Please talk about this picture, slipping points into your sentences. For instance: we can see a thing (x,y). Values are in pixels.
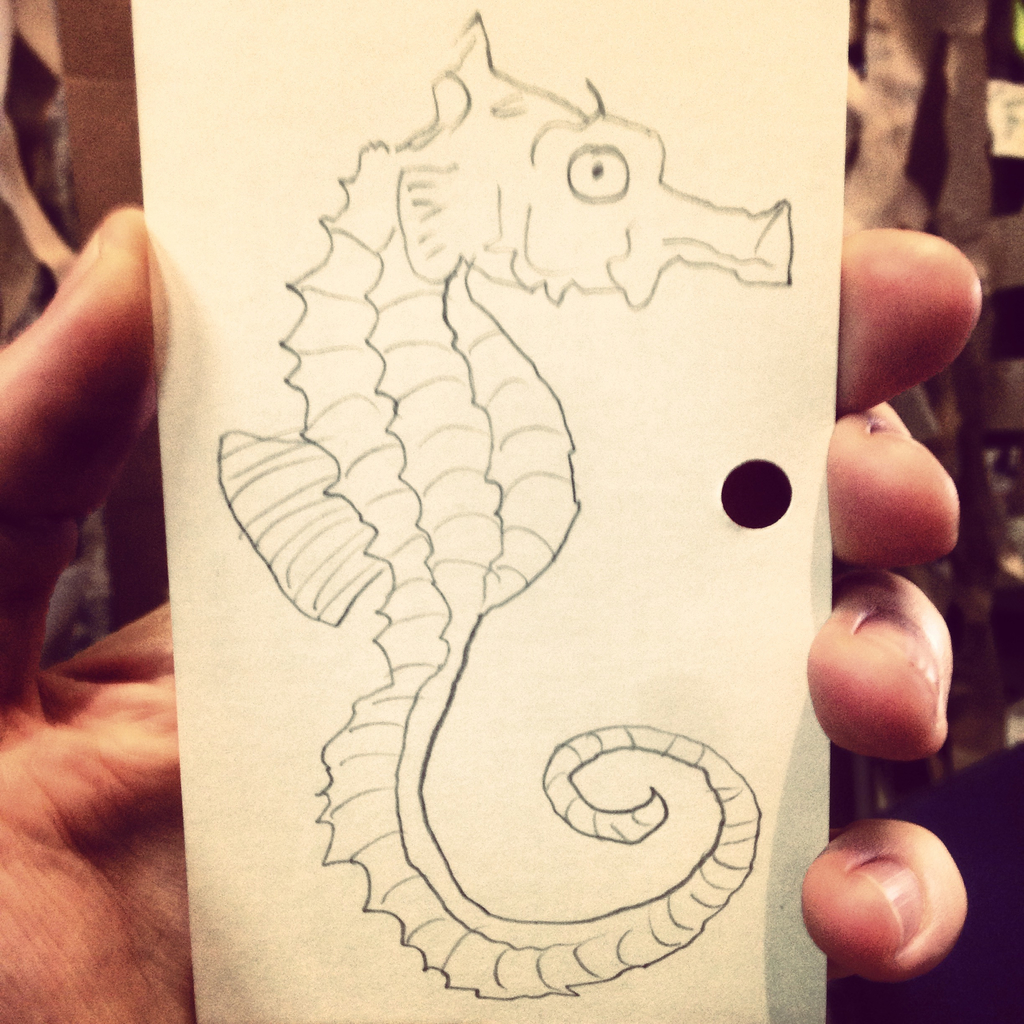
This picture contains the hand (78,472) of a human (891,287) holding a small white color board (480,515) on which an aquatic animal (461,258) is drawn. Behind that, we see a wooden fence (879,184).
